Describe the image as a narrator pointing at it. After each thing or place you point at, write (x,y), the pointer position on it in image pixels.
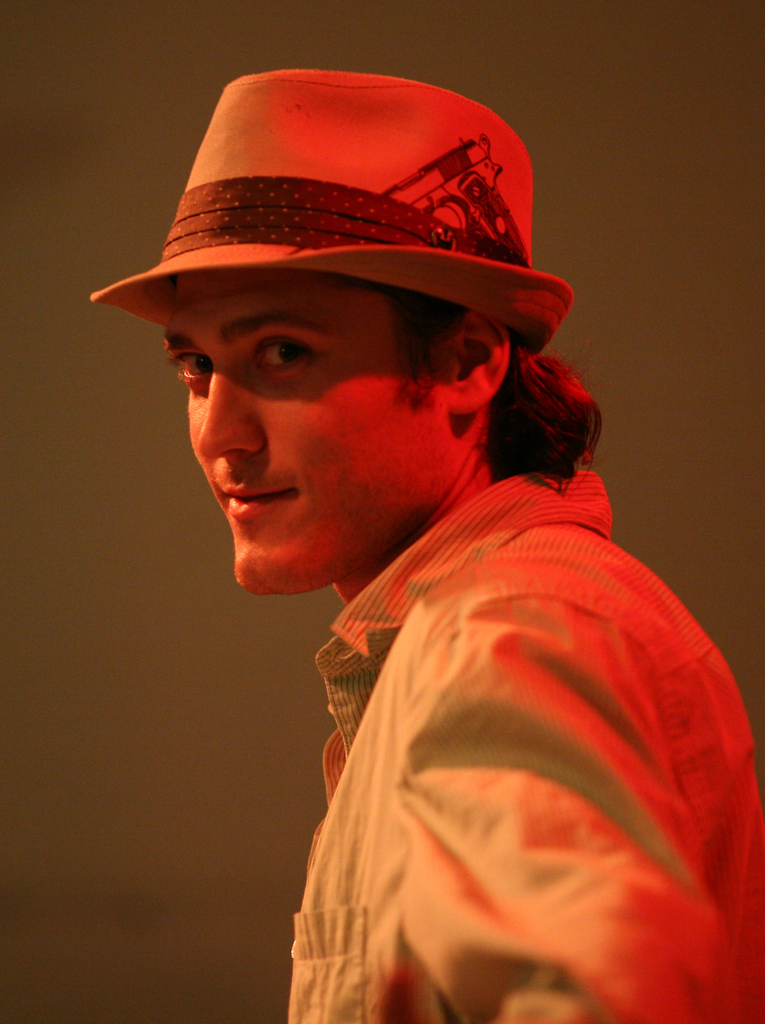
In this picture there is a man (370,180) who is wearing hat (374,188) and shirt (451,685). In the back (666,532) I can see the wall (673,368).
